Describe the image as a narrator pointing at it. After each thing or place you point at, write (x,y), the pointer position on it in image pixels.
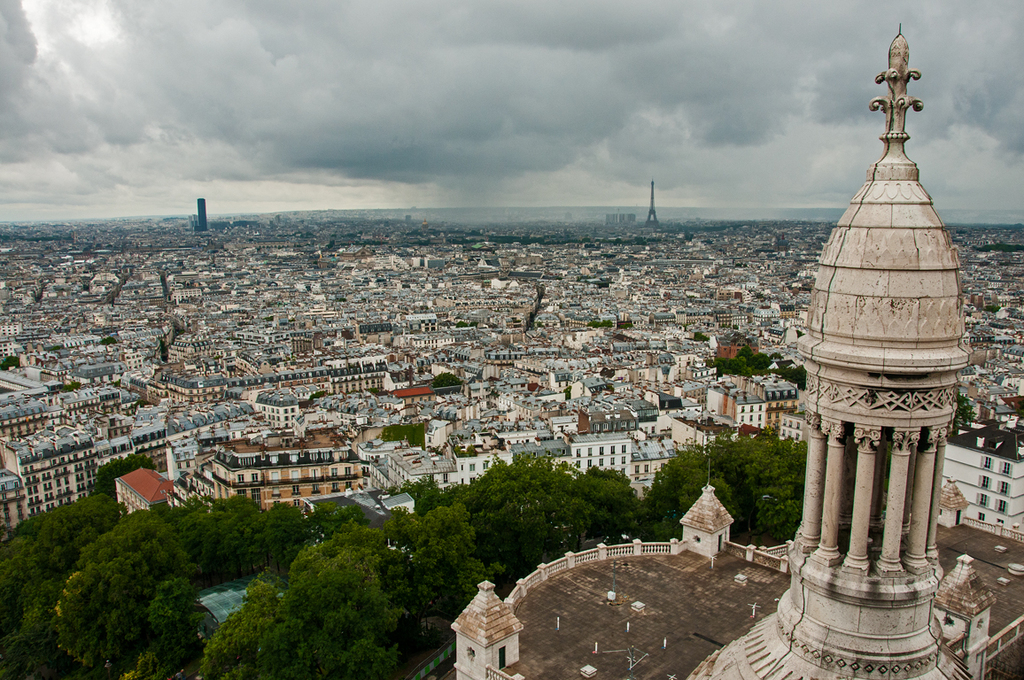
In this image I can see a building (889,505) which is white in color and few trees (712,480) around it. In the background (297,473) I can see number of buildings (350,336), few trees (763,361) in between them, a tower (650,205), and the sky (489,108).
